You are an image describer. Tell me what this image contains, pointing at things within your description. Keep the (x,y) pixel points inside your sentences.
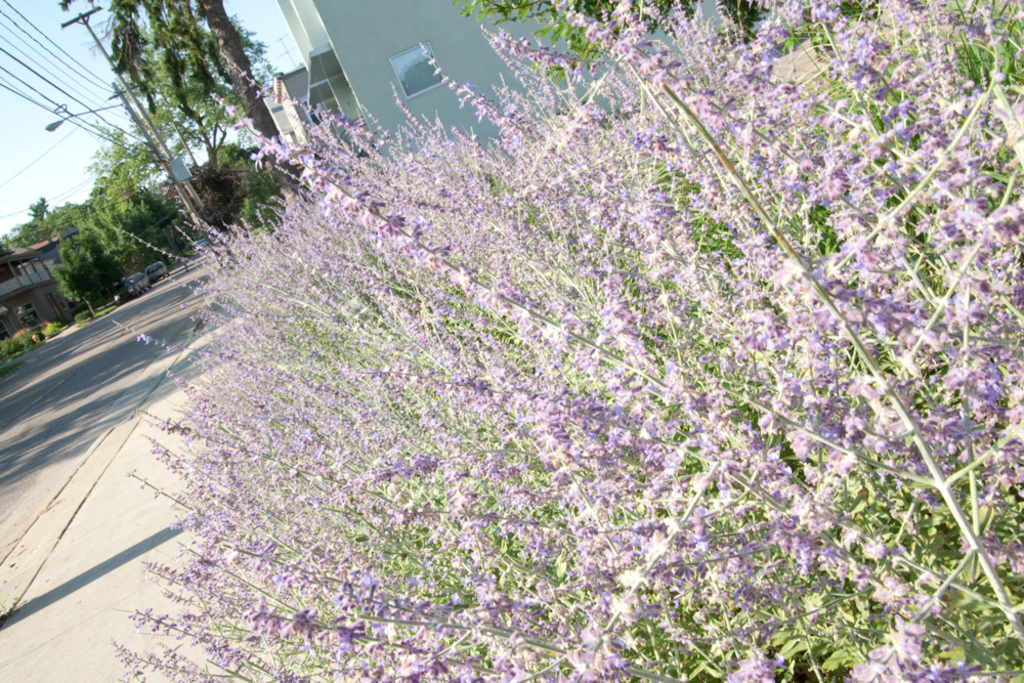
In this image I can see few purple color flowers (773,131), buildings (285,7), trees (160,104), light poles (105,110), current poles (156,158), wires (63,92) and vehicles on the road (33,403). The sky (82,92) is in blue color.
